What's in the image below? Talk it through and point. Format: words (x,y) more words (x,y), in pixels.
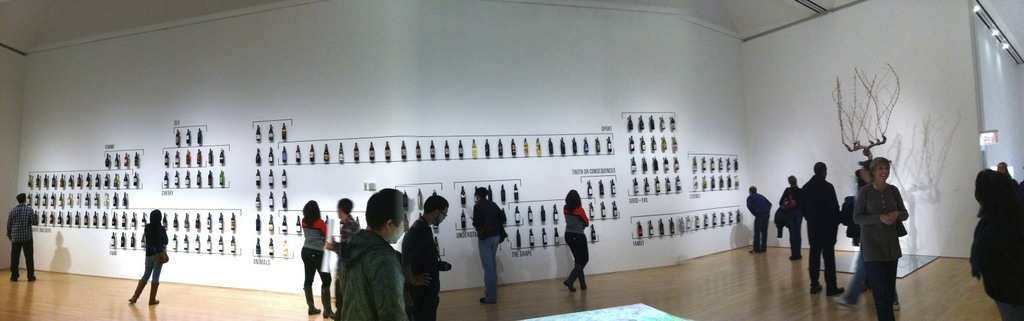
This picture describes about group of people (380,210), few are standing and few are walking, in front of them we can see bottles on the wall (389,98), and also we can find few lights (980,17).
